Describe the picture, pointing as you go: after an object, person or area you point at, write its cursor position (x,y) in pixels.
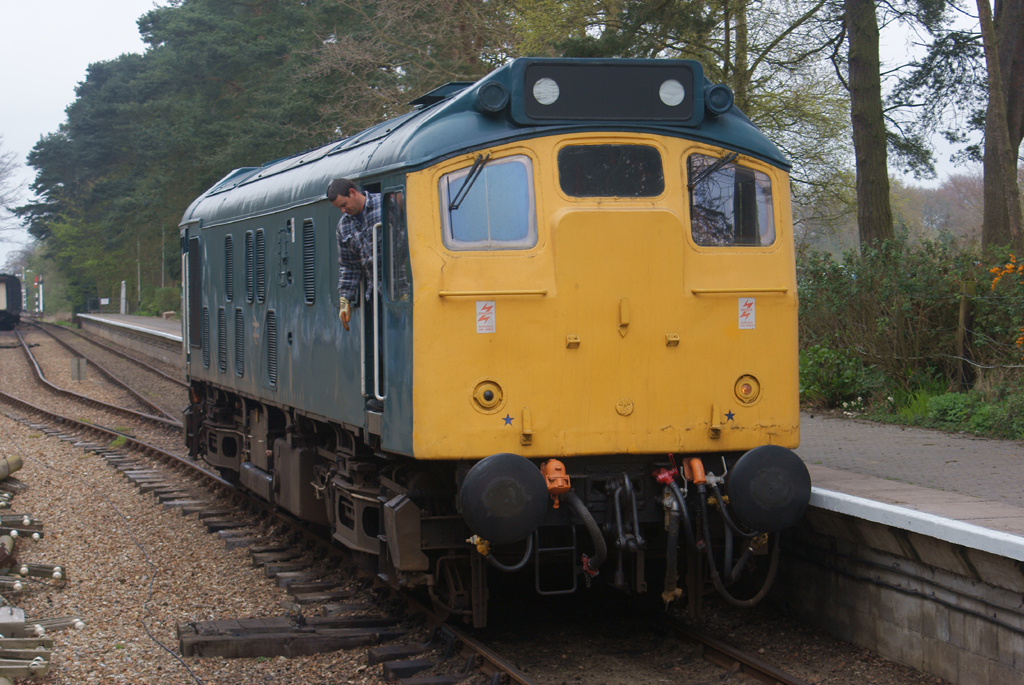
In this image we can see the train engine (651,401) on the railway tracks (136,372). There is a platform (907,439) and trees (1021,197) on the right side of the image (998,219). We can see the white color sky (72,20) at the top of the image (90,23). We can see one man (365,267) in the engine (361,336).
